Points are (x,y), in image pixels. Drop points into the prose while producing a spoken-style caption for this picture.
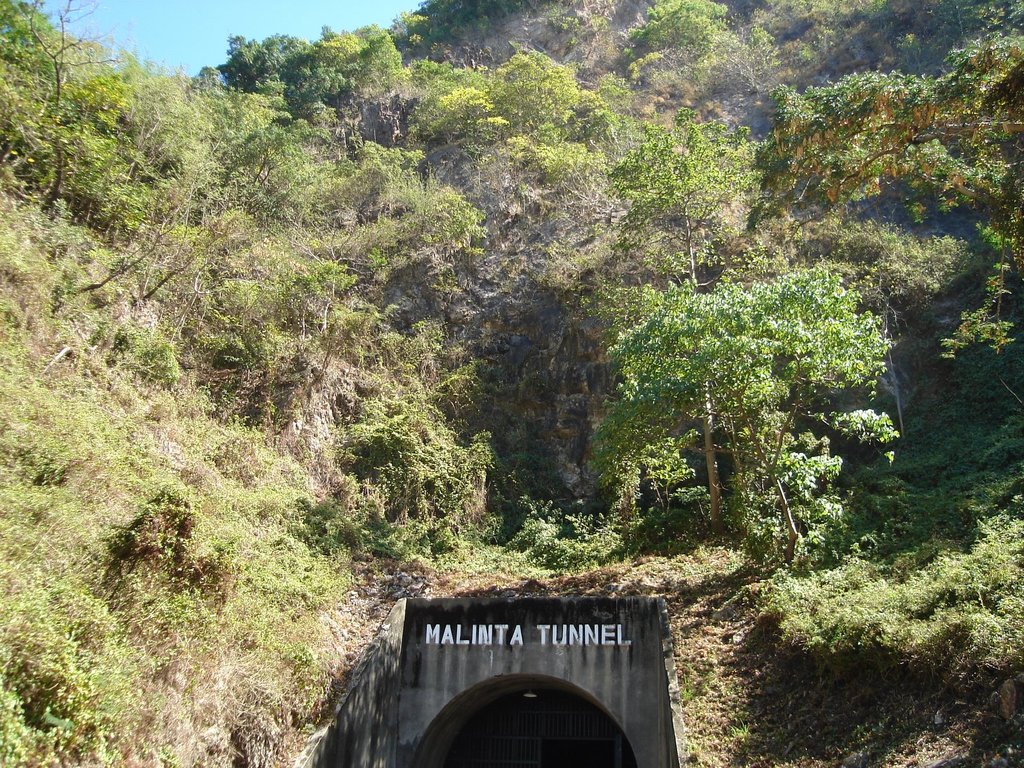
In this image there is a tunnel (550,678) in the middle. Above the tunnel (534,668) there are trees (724,311).
